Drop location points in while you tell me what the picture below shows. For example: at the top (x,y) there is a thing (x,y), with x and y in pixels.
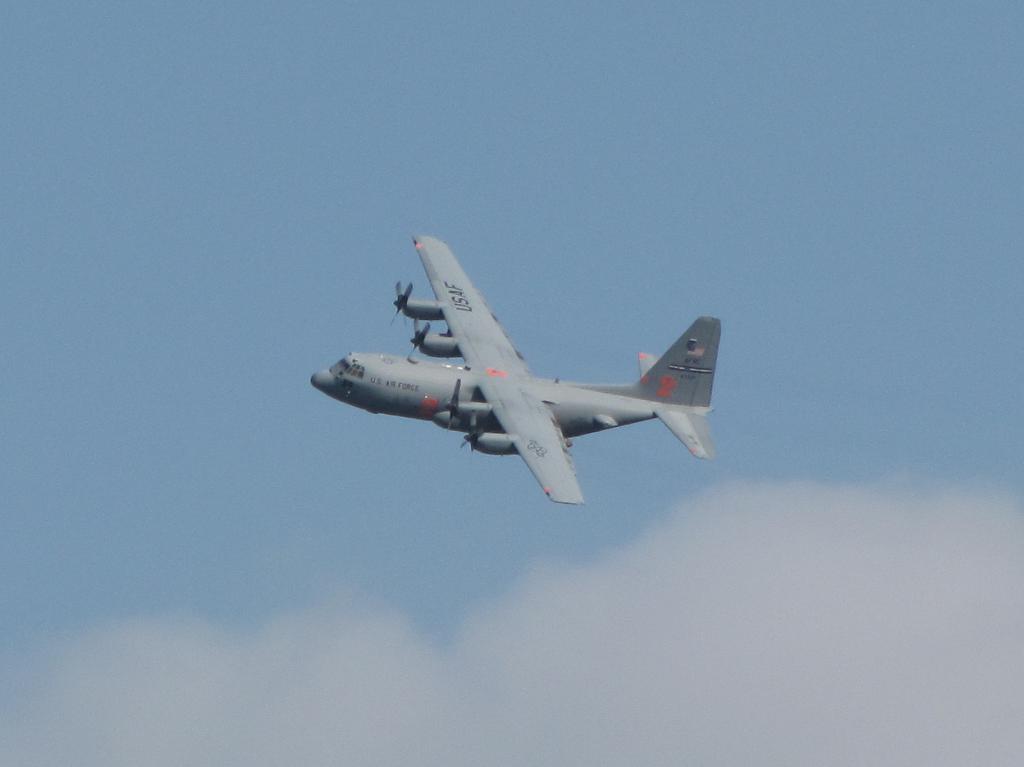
In this image I can see a flight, flying in the sky (280,240).
